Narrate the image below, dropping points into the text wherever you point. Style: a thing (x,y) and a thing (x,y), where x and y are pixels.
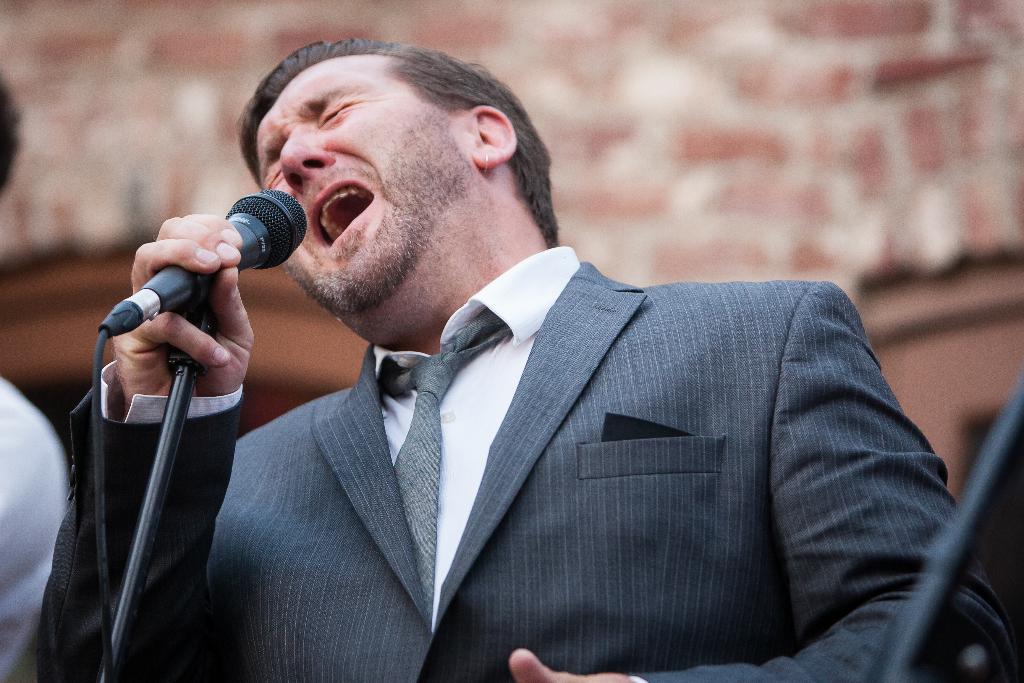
This picture is mainly highlighted with a man (393,328) wearing a blue colour blazer (490,502), white shirt (453,476), tie (440,447), singing in a mic (199,291).
